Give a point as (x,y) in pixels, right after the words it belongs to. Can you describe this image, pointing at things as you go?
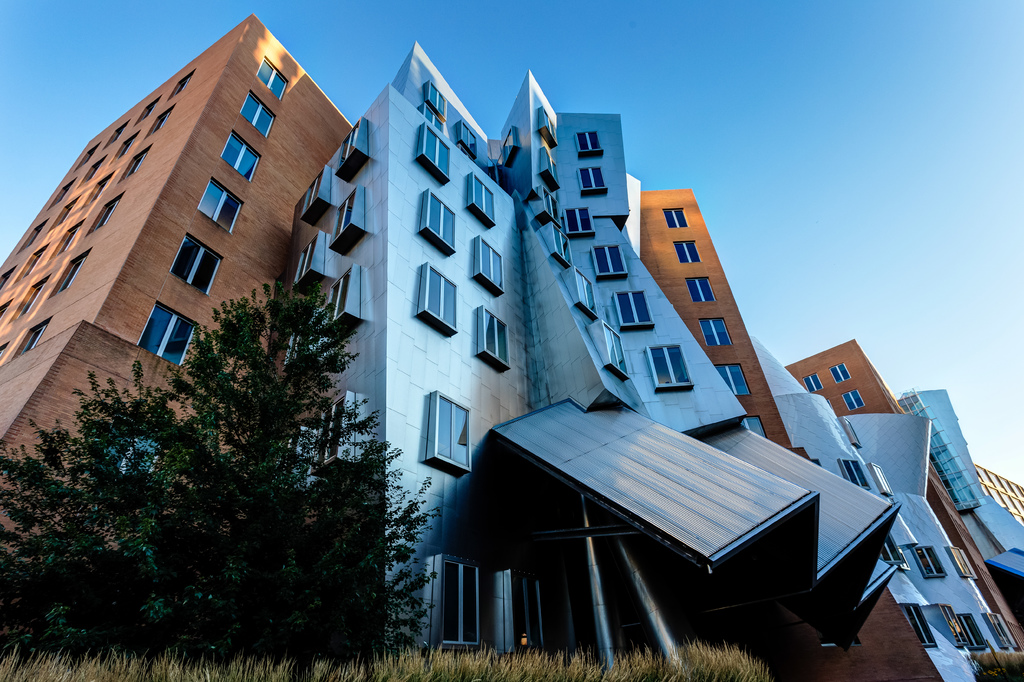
In the image we can see the buildings (798,484) and windows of the buildings (848,525). We can even see the tree (212,515), grass plants (540,664) and the sky (832,192).
